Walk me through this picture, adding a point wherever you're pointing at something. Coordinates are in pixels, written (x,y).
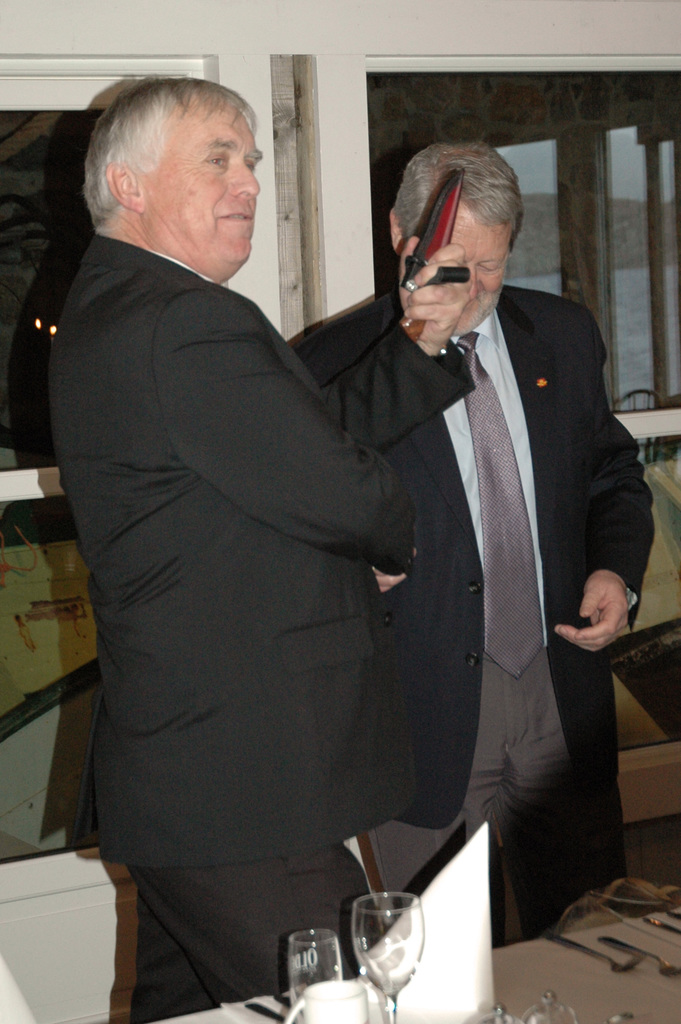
In this image we can see two people (295,610) standing. They are wearing suits (293,485). The man (227,559) standing on the left (227,569) is holding an object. At the bottom (189,1023) there is a table (643,1006) and we can see glasses (380,902), napkins (480,955) and spoons (637,962) placed on the table (588,965). In the background (314,274) there is a wall (303,13) and windows (69,163).
